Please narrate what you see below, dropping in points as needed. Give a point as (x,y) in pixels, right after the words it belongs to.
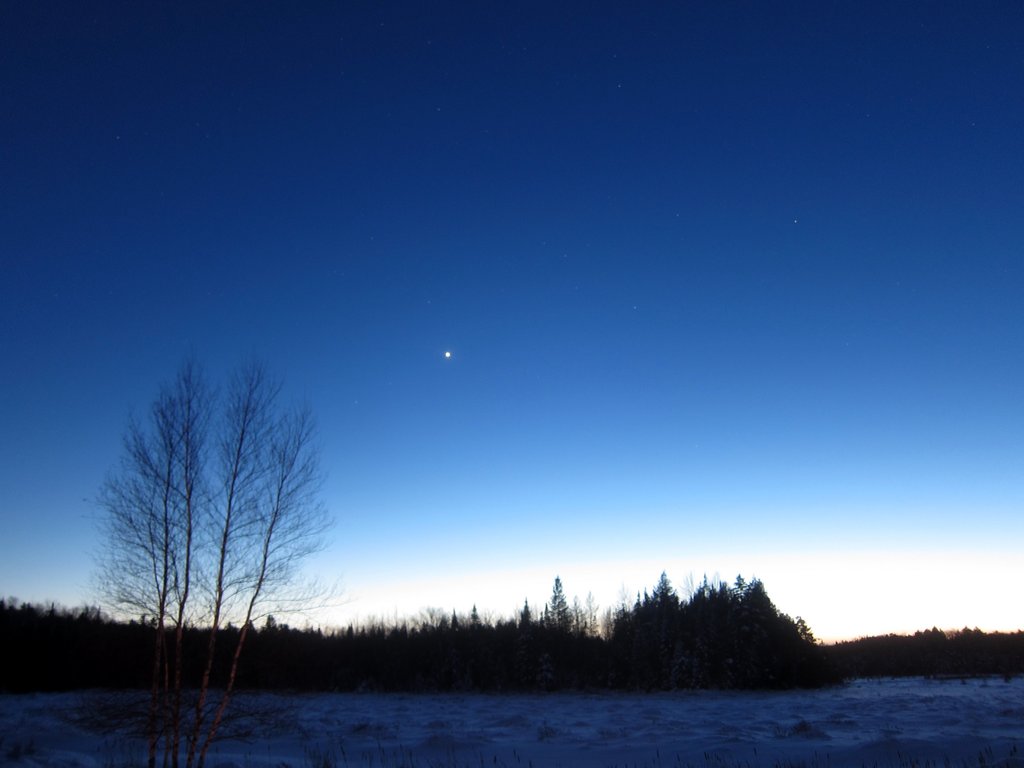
In this image there is a dry tree (165,598) in the front (185,608). In the background (379,652) there are trees (556,640).
